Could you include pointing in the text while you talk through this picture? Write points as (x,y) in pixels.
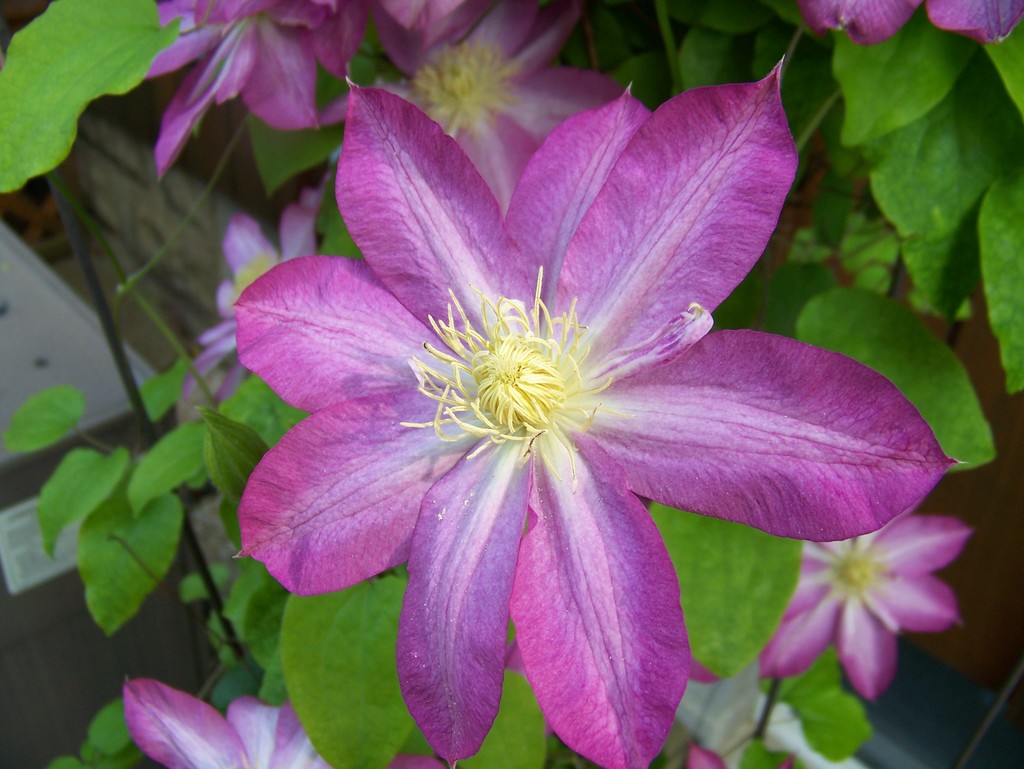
In the picture I can see the purple color flower (430,409) of a plant (562,379). The background of the image (516,22) is slightly blurred, where we can see a few more purple color flowers (311,768).
